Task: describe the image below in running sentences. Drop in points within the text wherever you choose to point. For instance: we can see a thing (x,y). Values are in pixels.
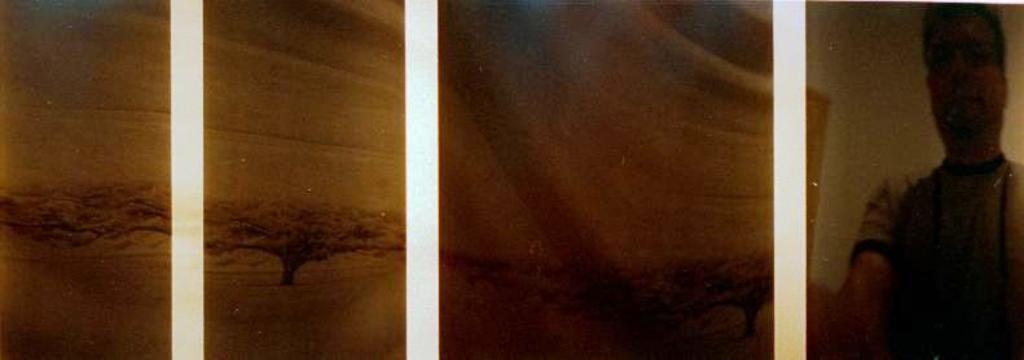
This is a collage image. In this image I can see the person (915,271), tree (289,266) and I can see the cream color background (798,86).
